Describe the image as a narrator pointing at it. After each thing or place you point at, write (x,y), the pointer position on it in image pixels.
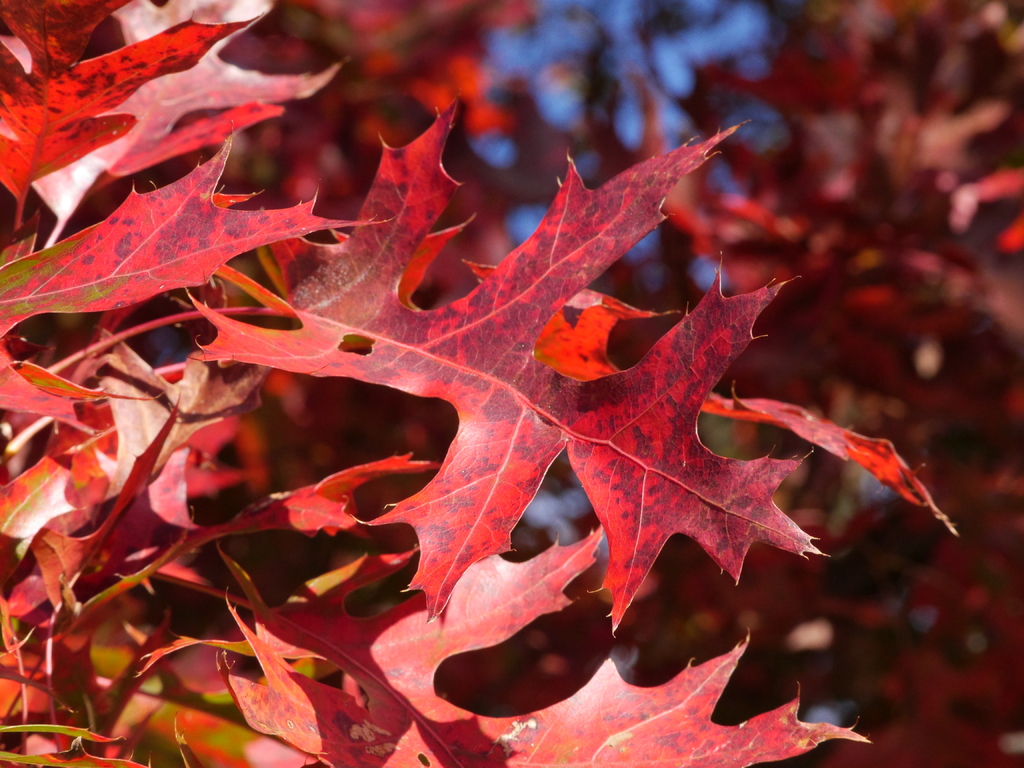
This picture shows a tree (100,328) and we see leaves (431,330) in red color.
